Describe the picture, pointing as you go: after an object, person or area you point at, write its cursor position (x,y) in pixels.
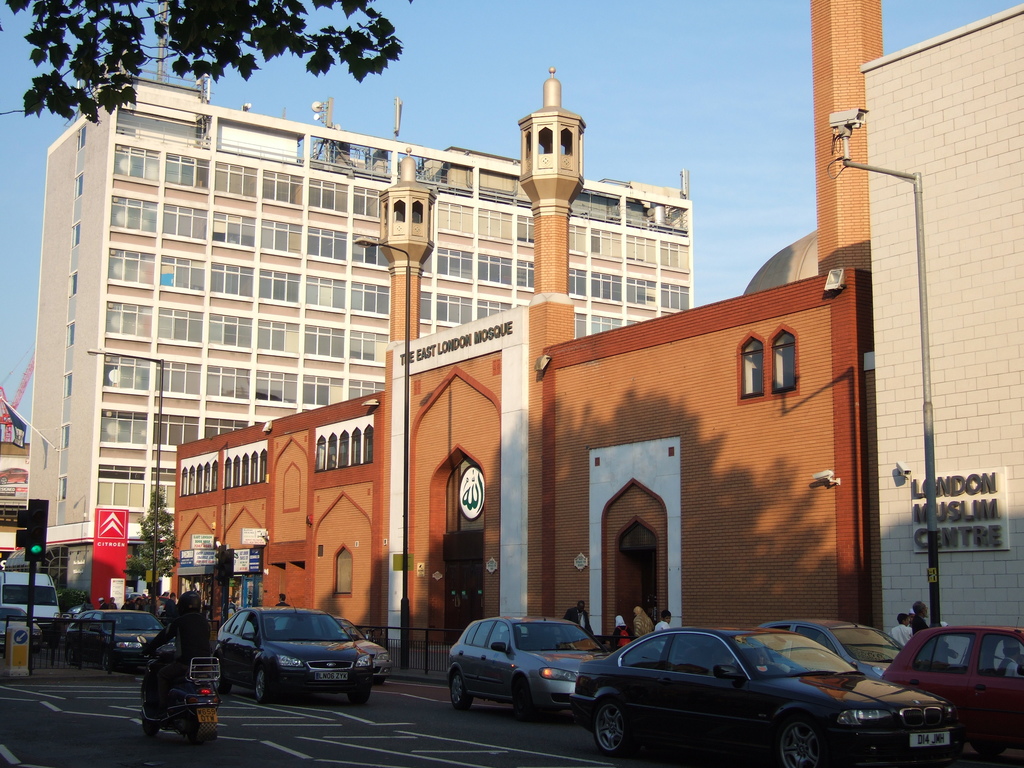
This looks like a building (170,300) with the windows (295,334) and the glass doors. I think this is a mosque (512,501). I can see the name board (450,359) attached to the wall (515,336). These are the street lights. This looks like a traffic signal (44,557), which is attached to the pole (30,623). I can see the vehicles (365,650) on the road (436,699). There are groups of people (580,620) standing. Here is a tree (143,526). This looks like a CCTV camera (850,115), which is attached to a pole (912,177).
